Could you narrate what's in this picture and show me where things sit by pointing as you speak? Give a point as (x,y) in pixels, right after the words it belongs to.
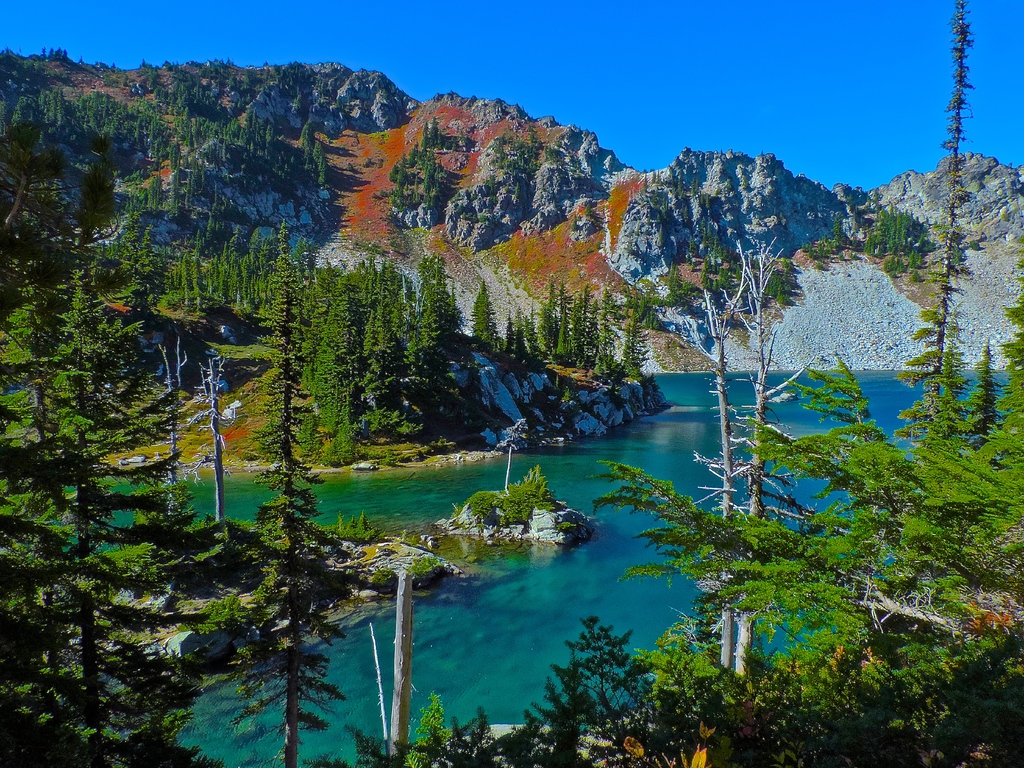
In this image we can see trees (648,510), here is the water (701,496), here are the mountains (613,256), here is the grass (178,309), at above here is the sky (406,35).
